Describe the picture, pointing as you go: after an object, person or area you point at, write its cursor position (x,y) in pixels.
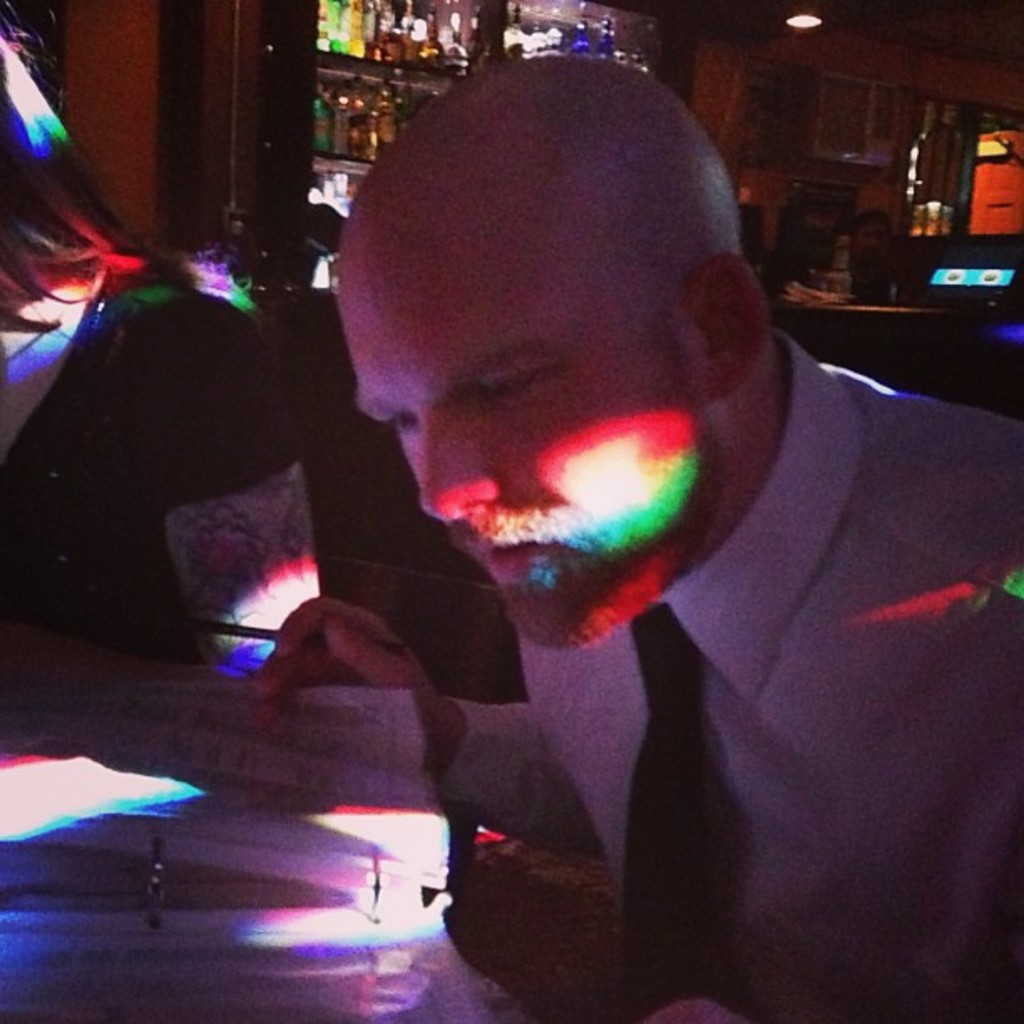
In this picture I can see in the middle (506,560) there is a man (512,559) looking at the papers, he is wearing a tie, shirt (759,738). In the background (395,115) I can see few bottles (363,147), at the top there is a light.
